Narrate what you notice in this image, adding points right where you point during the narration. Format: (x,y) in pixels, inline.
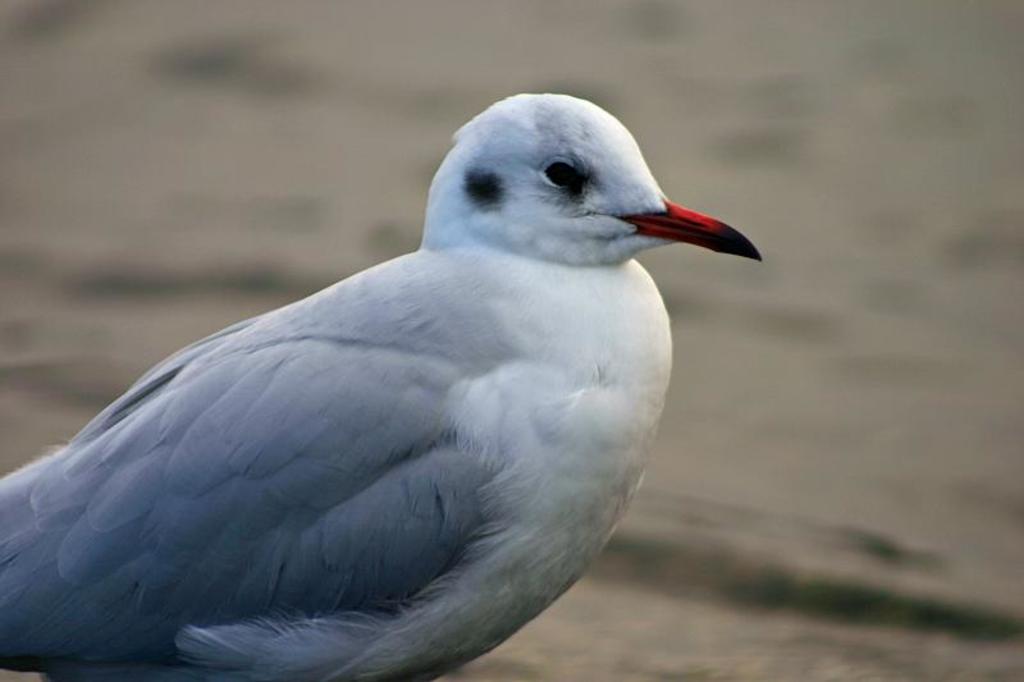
In this image, we can see a bird (259,373). Background (1004,408) there is a blur view.
